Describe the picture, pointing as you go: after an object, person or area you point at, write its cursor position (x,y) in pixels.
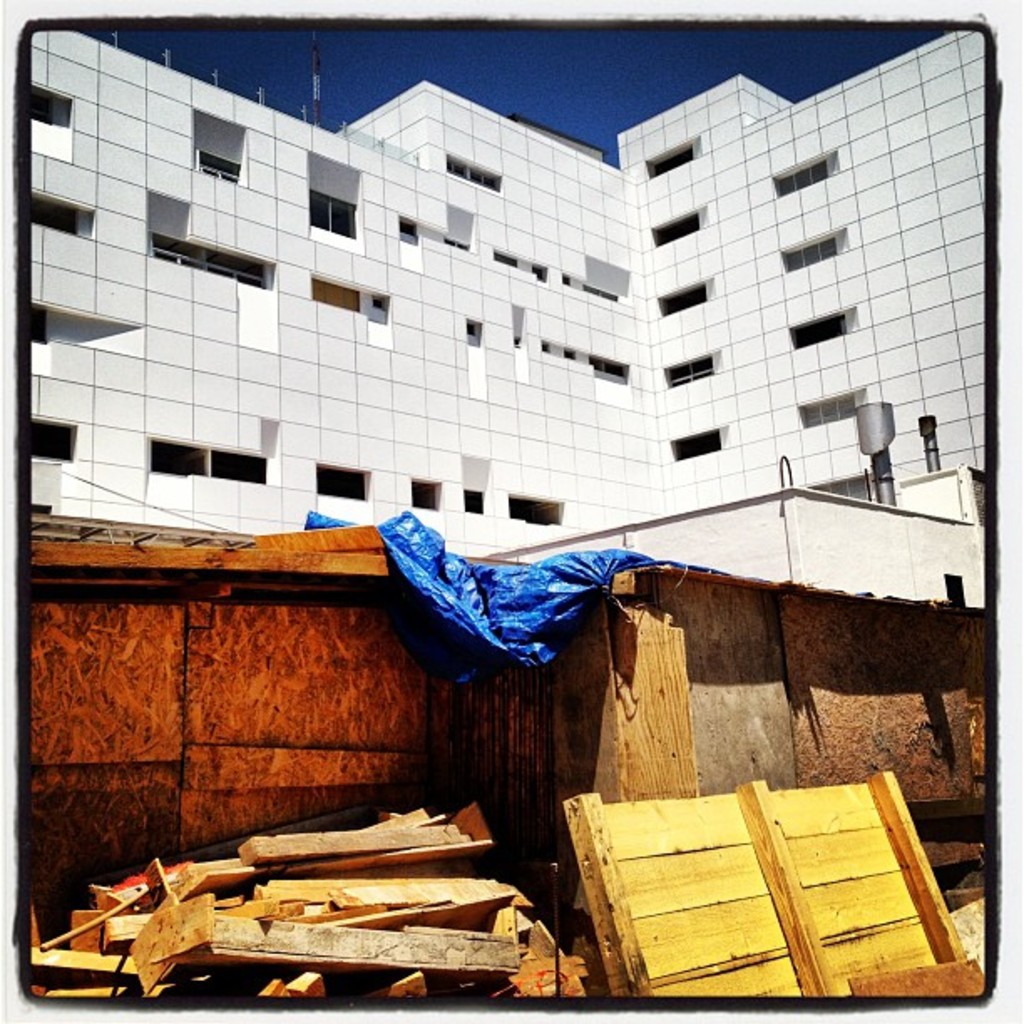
In the picture at the bottom (956,971) there are many woods (239,900) and at the top (530,319) there is a big building (515,430).
